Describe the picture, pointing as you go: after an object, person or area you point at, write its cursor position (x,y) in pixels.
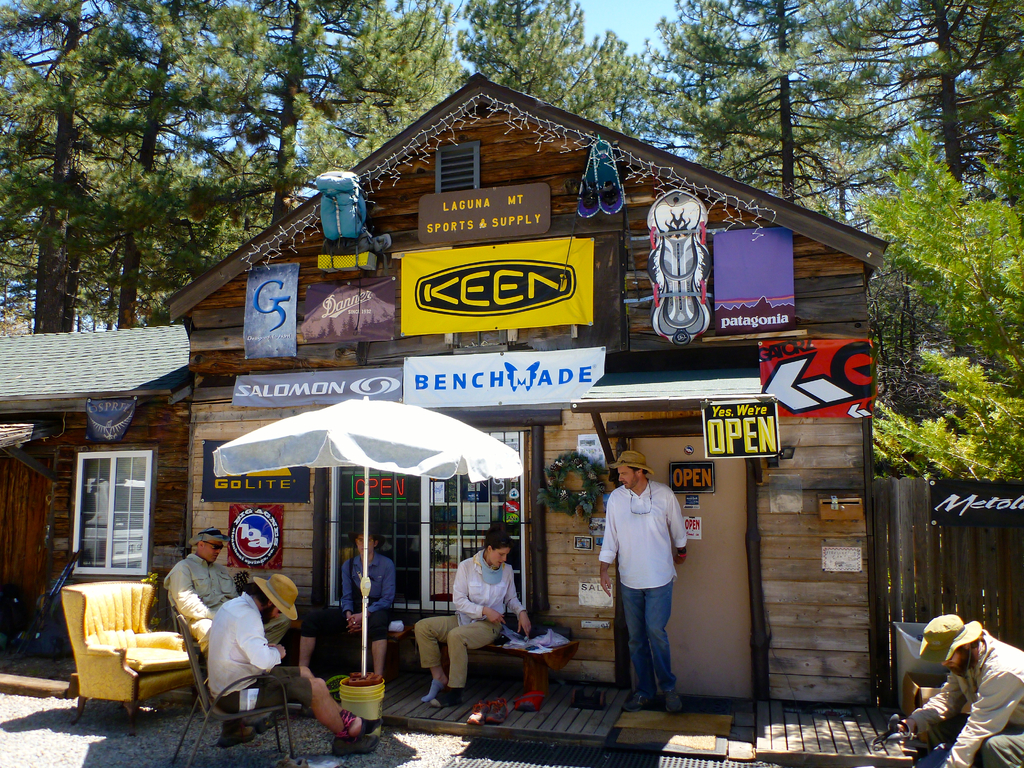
In this image there are group of people (633,616) in front of the building (718,501), in the middle (355,422) there is an umbrella (337,448) and there is a window (121,522) at the left side of the image (121,522). At the back side of the building (726,531) there are trees (259,68) and at the top (625,22) there is a sky (629,21).
